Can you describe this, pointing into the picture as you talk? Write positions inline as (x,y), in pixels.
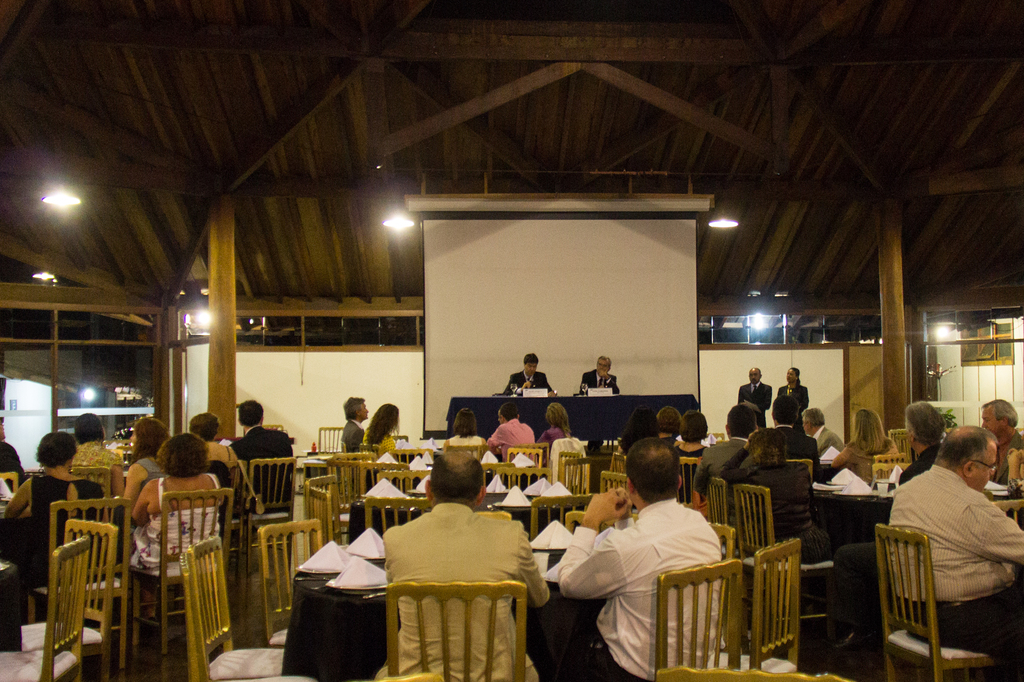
As we can see in the image there is a white color screen (507,286) and few people (604,365) sitting on chairs (363,475).
